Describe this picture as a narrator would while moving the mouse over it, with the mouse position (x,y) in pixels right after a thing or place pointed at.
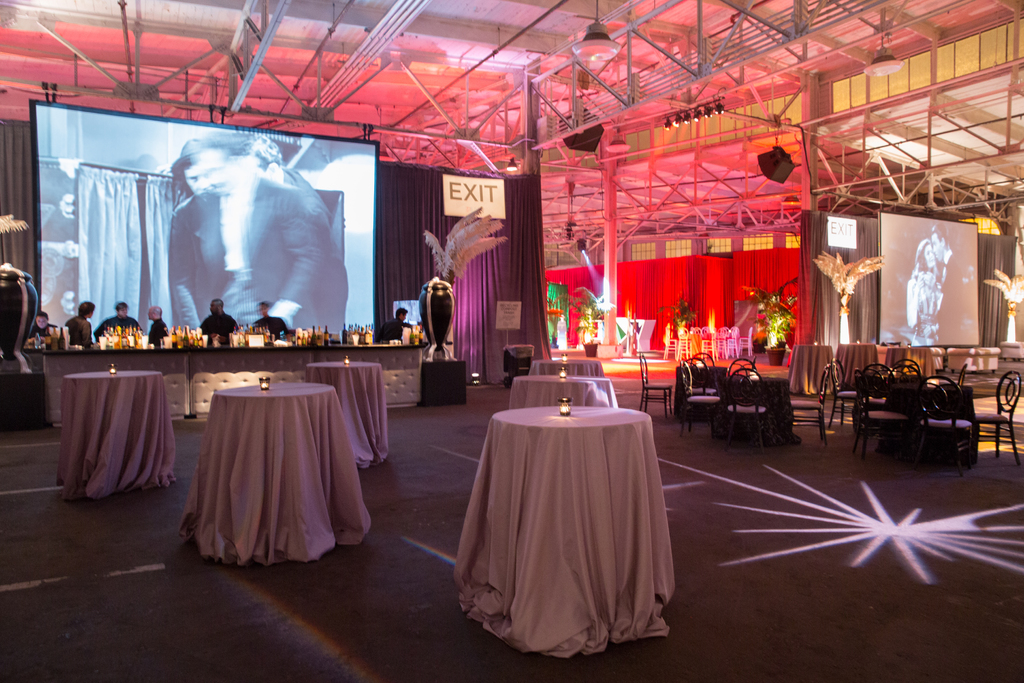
In the image there are many tables (504,420) and chairs (793,398). On the tables (75,379) there are lights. And there are screens (261,214) with images (338,209). In the background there are poles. At the top (569,224) the image there is a ceiling (667,96) with rods (357,59) and lights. And there are few people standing behind the table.
